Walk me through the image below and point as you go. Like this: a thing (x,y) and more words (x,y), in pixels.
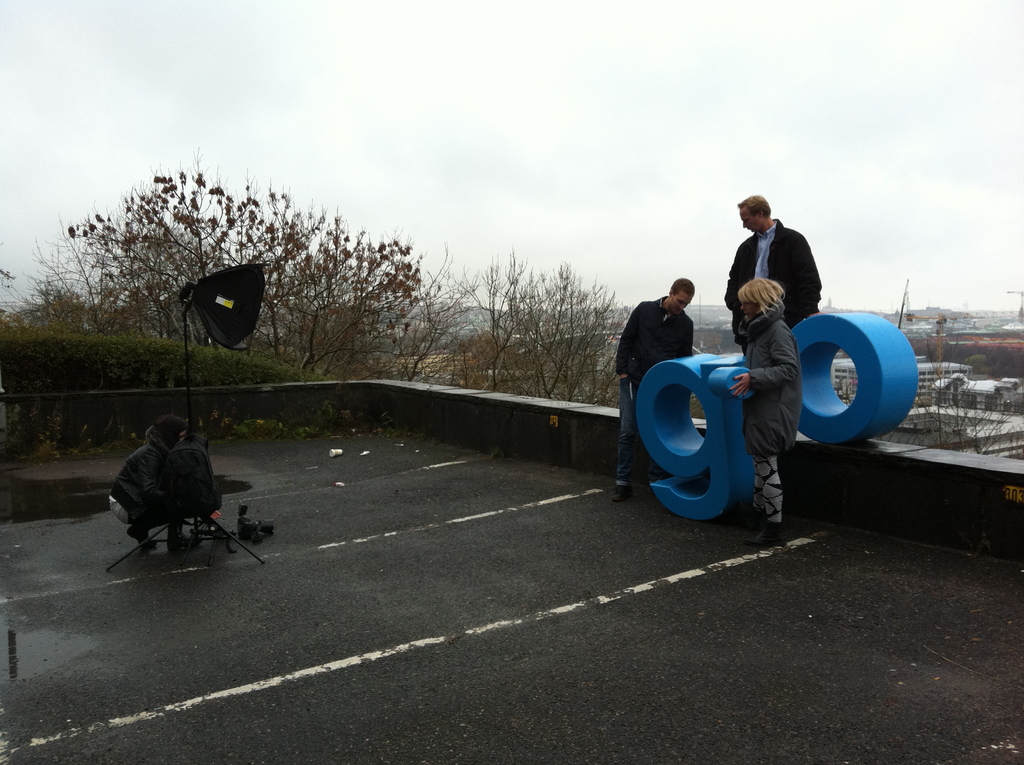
In this image we can see a few people (799,289) and there is a camera (258,539) and some other objects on the road (352,625). There are two objects (872,386) in blue color and we can see some trees (383,258) and building (988,387) in the background (262,206) and at the top (432,104) we can see the sky (866,77).
